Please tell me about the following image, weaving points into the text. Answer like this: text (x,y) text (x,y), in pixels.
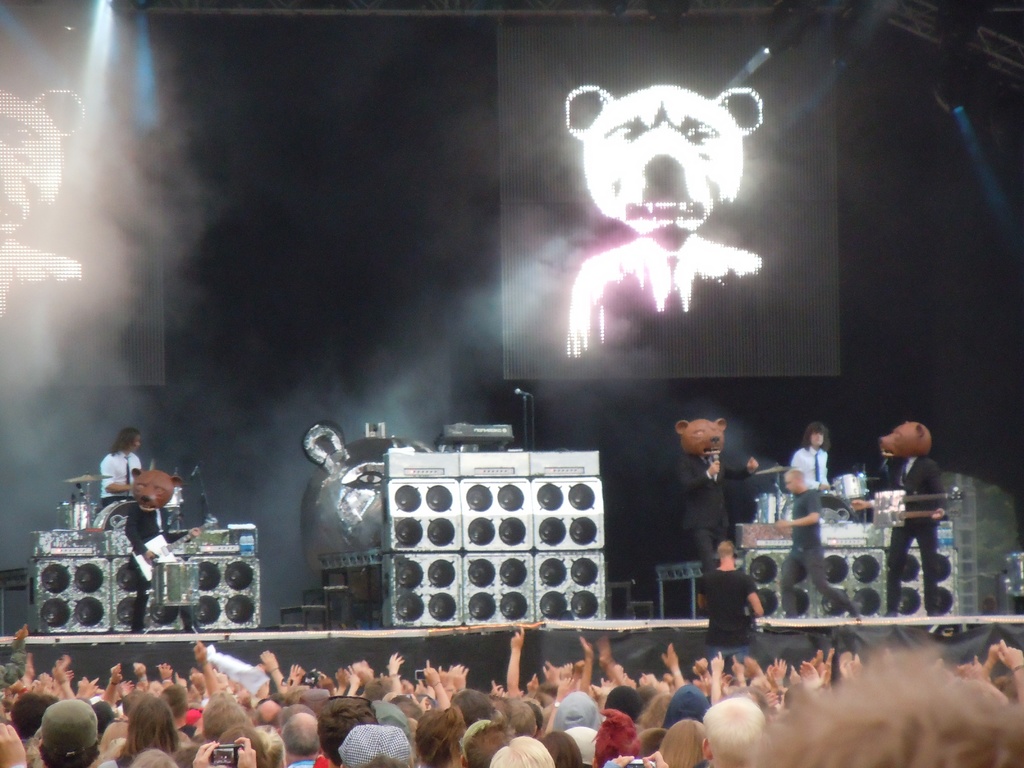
At the top of the image (629,199) we can see a display screen (601,190), persons (136,518) standing on the dais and wearing costumes (690,506), speakers (545,516), musical instruments (177,545) and stairs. At the bottom of the image (143,729) we can see a crowd (300,707).
